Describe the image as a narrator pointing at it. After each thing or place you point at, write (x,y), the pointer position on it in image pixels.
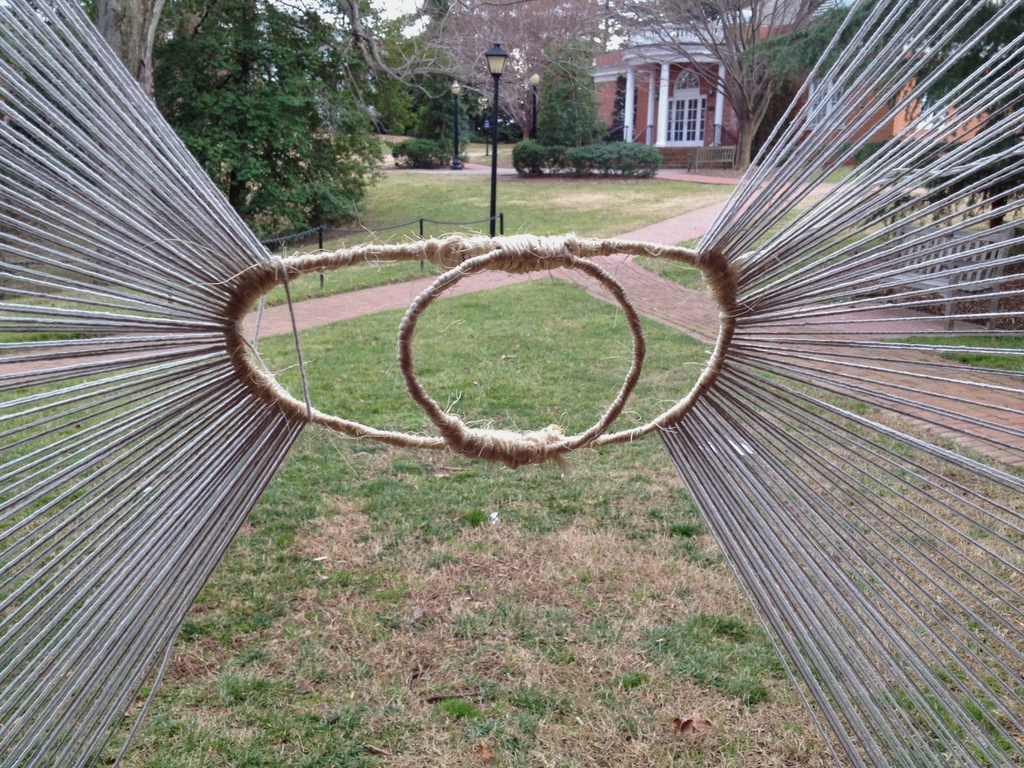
In this image in the front (485,376) there is grass (456,640) on the ground (445,629) and there is a rope (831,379). In the background (417,147) there are poles (496,134), trees (538,139) and there is a house (724,127).
